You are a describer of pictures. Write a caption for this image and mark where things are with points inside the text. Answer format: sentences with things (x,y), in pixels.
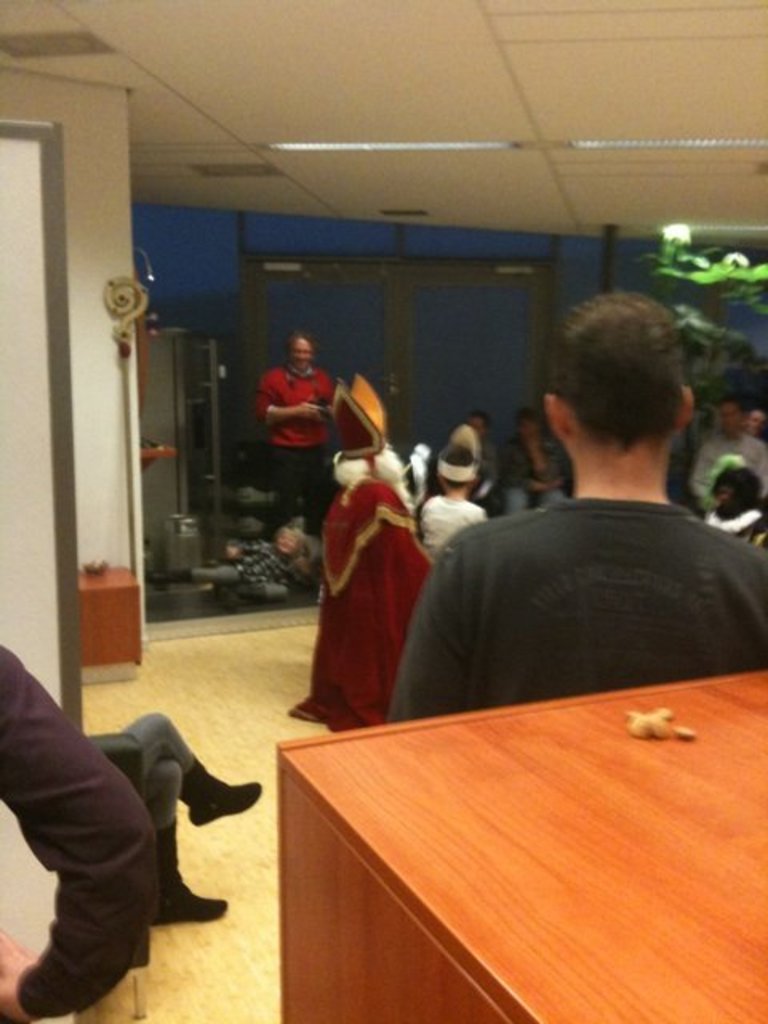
This is looking like a room (325,335). One person (313,374) is standing here and wearing a red t shirt (291,383). One small boy (275,564) is lying on the floor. There is a shelf (180,415) in this room (200,403). In the background (318,219) it looks like blue color and there is a table (505,932) in this room (567,797).
